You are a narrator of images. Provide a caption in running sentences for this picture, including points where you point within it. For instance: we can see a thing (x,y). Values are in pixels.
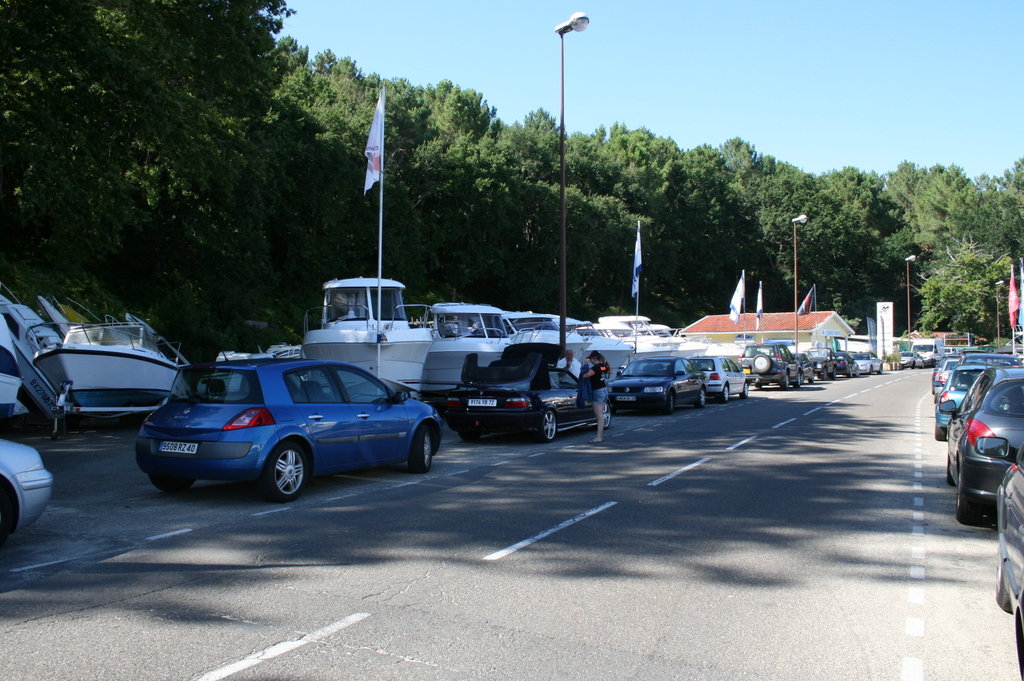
In this picture I can see some vehicles (565,420) are placed side of the road (916,510) and also we can see few people (595,373) standing, some flags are placed sides of the road (904,500), we can see some houses (694,328) and trees (935,174).
